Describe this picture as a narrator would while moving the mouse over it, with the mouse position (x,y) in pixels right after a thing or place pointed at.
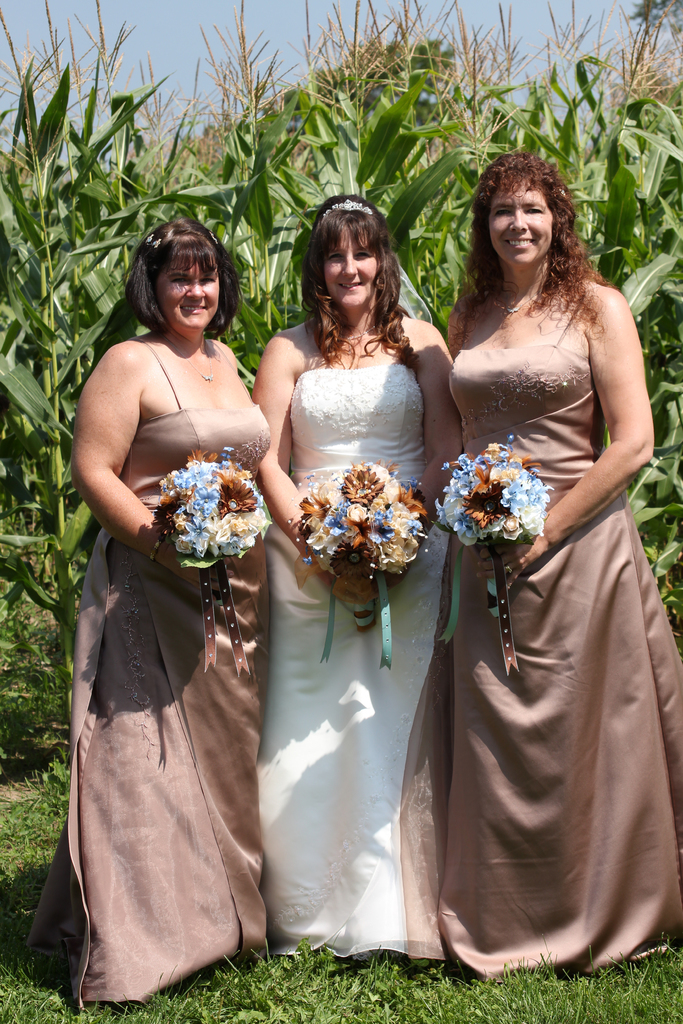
In this picture I can see there are three women (487,688) standing, they are wearing gowns (407,733). The woman (400,785) is white gown (360,659) and she is wearing a crown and they are holding bunch of flowers (203,484). In the backdrop (279,131) there are few plants (562,145) and there's grass (346,1011) on the floor (329,974) and the sky (21,58) is clear.
